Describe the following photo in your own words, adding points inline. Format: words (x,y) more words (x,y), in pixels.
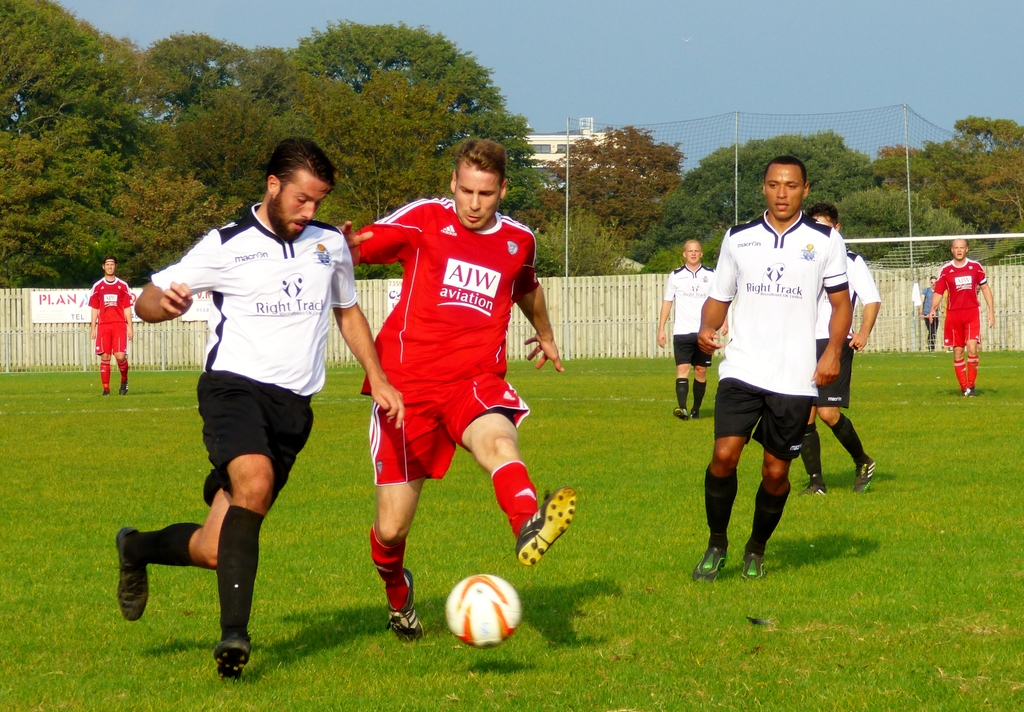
In this picture we can see a group of people (216,315) playing football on the grass field (553,572) surrounded by fencing (1005,331), trees (609,207), poles (907,160) and houses (572,137). The sky (636,94) is blue.
